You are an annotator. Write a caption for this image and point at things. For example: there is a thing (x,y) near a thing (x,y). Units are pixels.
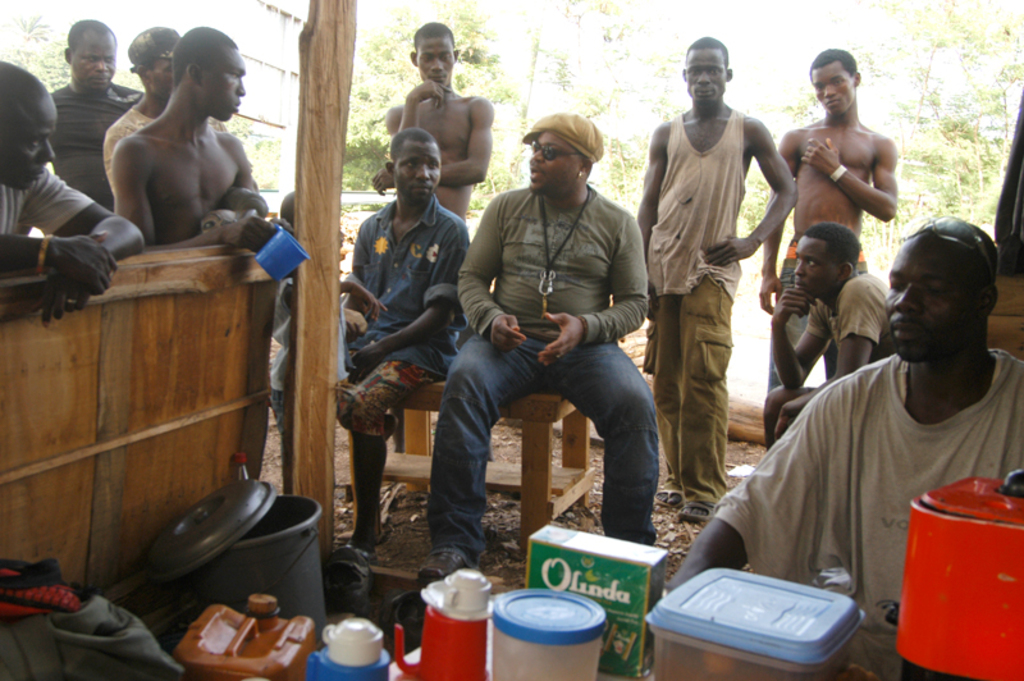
There are many people (549,375). Some are sitting and some are standing. There is a wooden pole (331,111). Also there is a bucket (278,564), bottles (305,631), packet (598,581), box (595,588) and many other items (582,660). In the background (530,63) there are trees (886,49). Also there is a person (514,291) wearing cap (565,121), goggles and something (542,300) on the neck (570,200).
